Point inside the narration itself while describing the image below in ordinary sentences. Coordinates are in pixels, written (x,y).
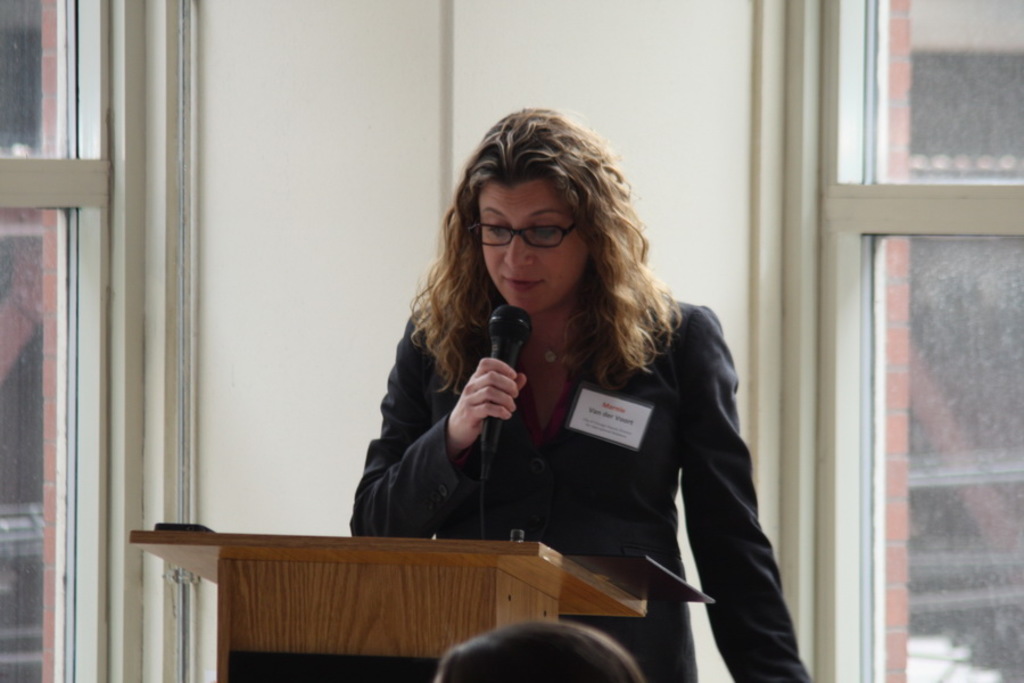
In the center of the image (527,411) we can see a lady (557,405) standing and holding a mic (504,334), before her there is a podium (346,606). In the background (314,103) there is a wall (586,69) and windows (832,174).
